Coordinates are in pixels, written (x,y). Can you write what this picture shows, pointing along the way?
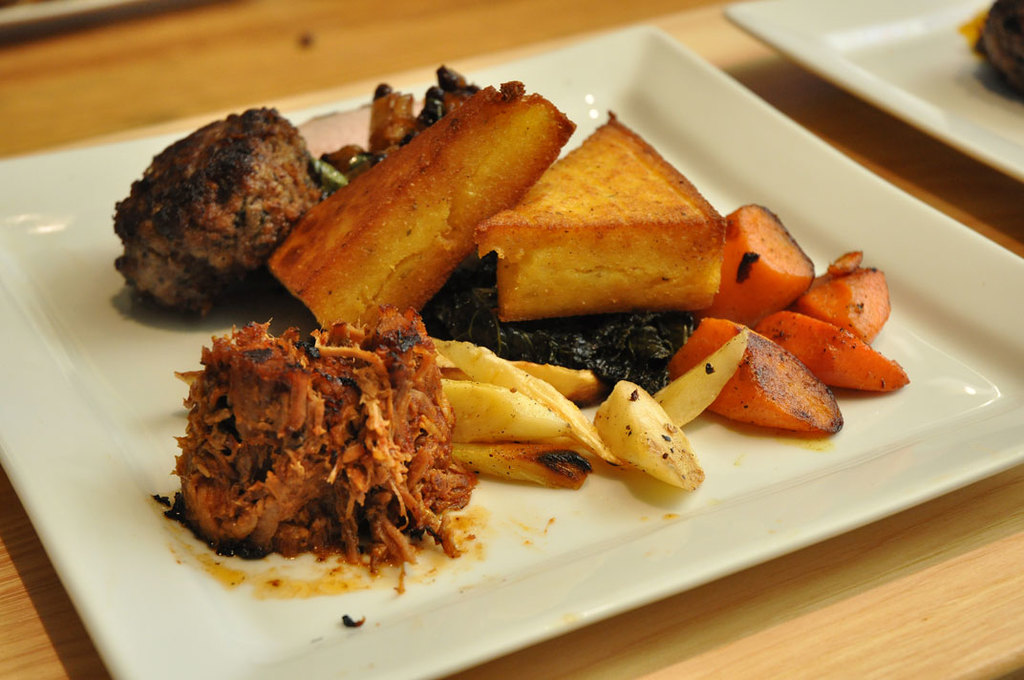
As we can see in the image there is a table (442,53). On table (392,36) there are white color plates (706,196). In plates (689,151) there are dishes (1006,20).
